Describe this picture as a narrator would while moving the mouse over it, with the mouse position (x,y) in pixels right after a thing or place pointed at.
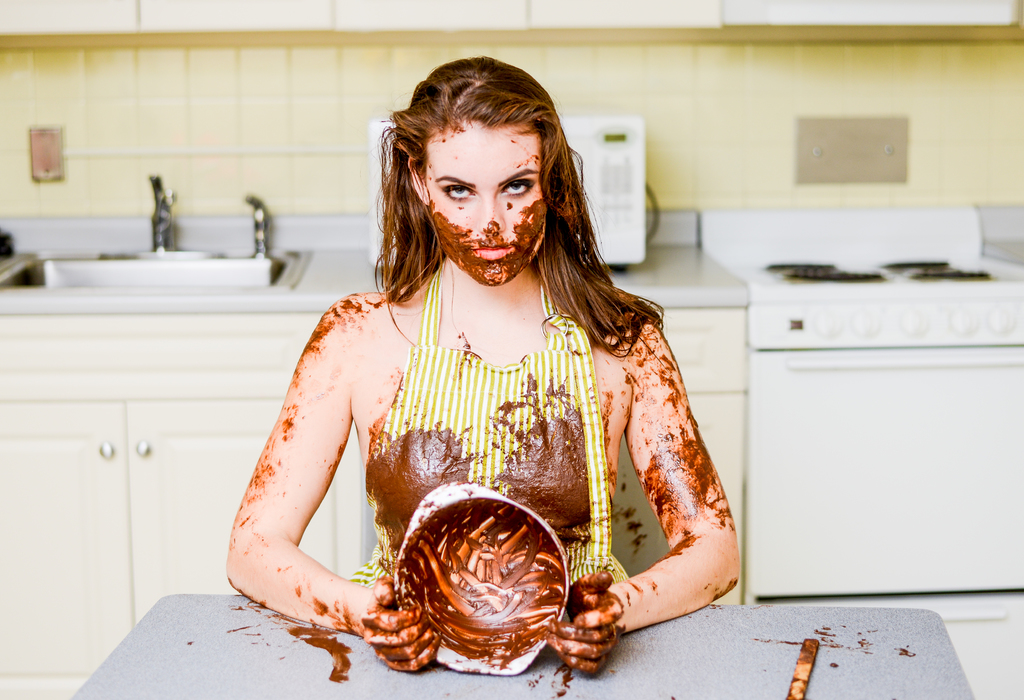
In this image in the center (441,346) there is one woman (466,421) who is wearing an apron (517,465), and she is holding a bowl (477,531) and in the bowl (530,553) there is chocolate (544,572). At the bottom (658,638) there is a table (816,664) and a spatula (817,650), and in the background (829,261) there is a stove (829,261), sink (178,270), oven (875,368), microwave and cupboards (175,404) and wall (353,147).
